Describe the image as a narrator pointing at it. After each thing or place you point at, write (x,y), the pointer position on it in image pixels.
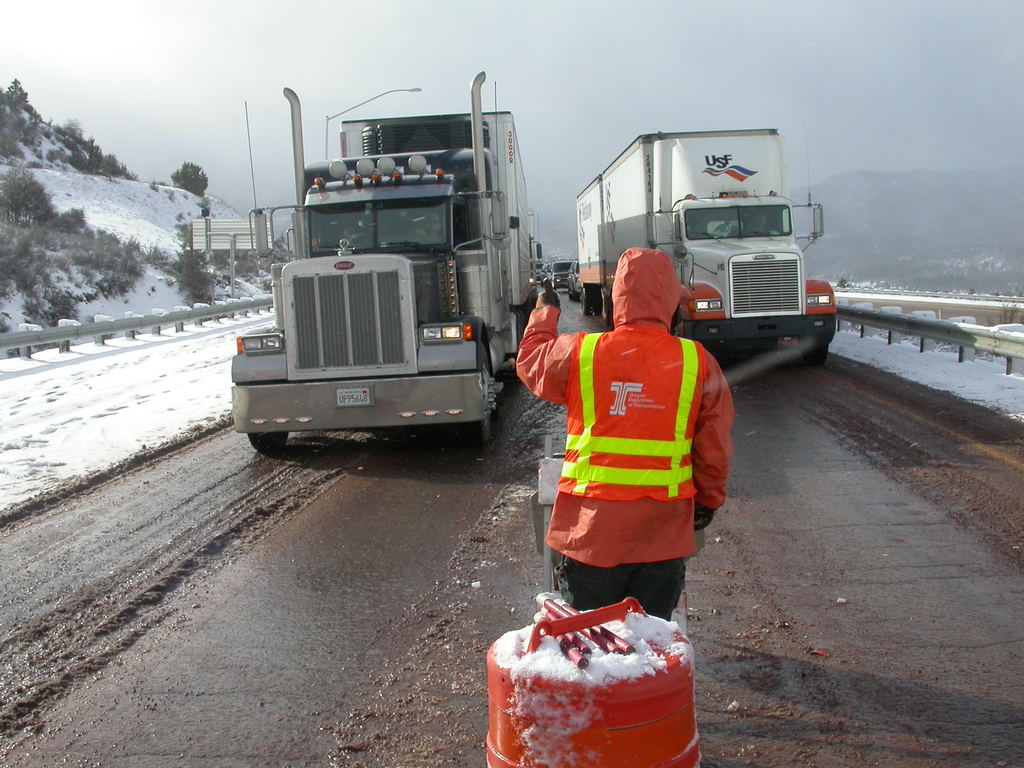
In this image I can see trucks (497,331) on the road (505,390). Here I can see a person (583,434) is standing and a red color object (565,691) on the road (471,655). In the background (186,170) I can see trees (97,280), snow (112,306), fence (964,334) and the sky (595,114).
